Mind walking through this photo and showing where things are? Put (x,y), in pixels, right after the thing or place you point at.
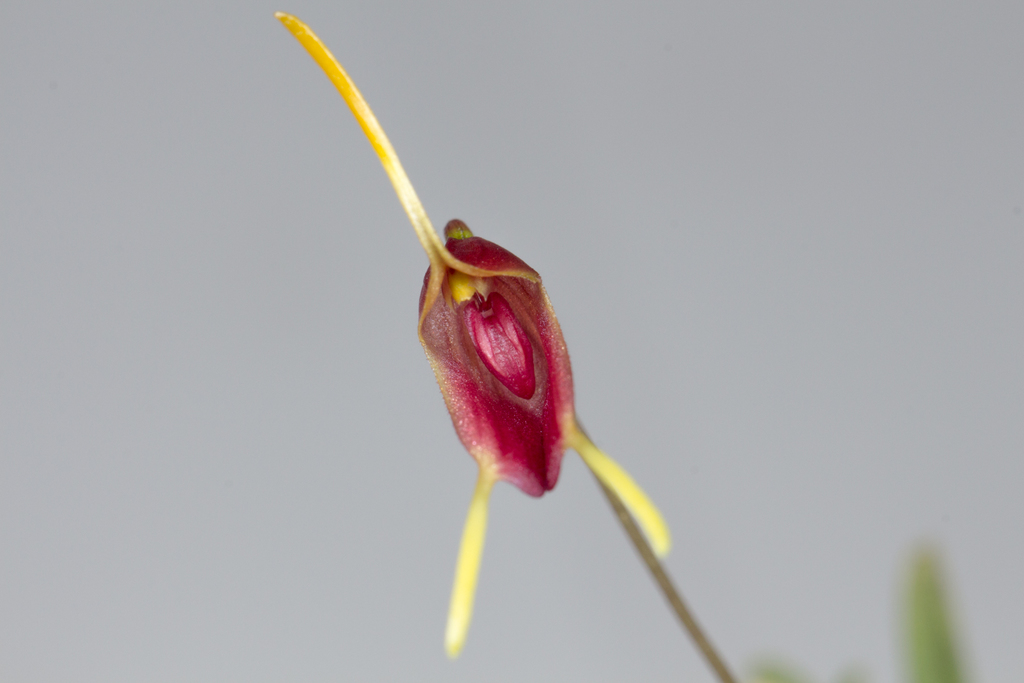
In this image there is a flower (485,493) to the plant (692,629) having leaves (923,611). Background (797,635) there is sky (661,390).
